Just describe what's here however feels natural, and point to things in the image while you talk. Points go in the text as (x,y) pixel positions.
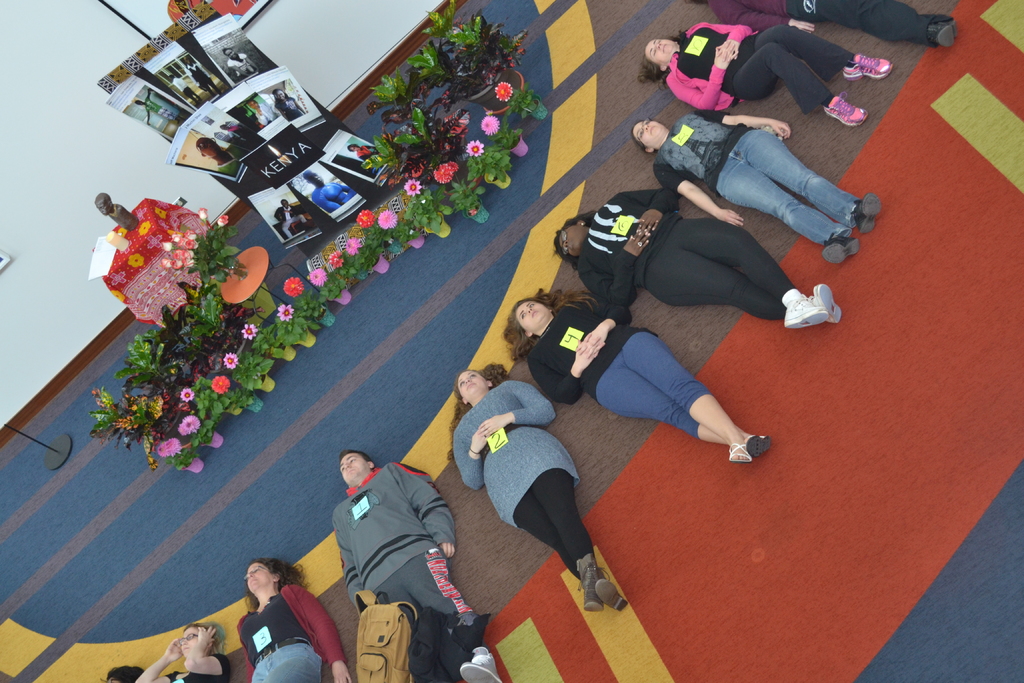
In this picture we can see many peoples (387,502) while lying on the floor (1023,307). At the top left (267,93) i can see some posters (292,114) and books (286,102) on the rack (253,89). Beside that i can see the flowers (163,454) in the plants (179,416) which is kept on the pot (307,337). Beside that there is a statue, paper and candle (110,242) on the table (149,250). On the left (73,448) there is a stand (29,437) near to the wall (9,389).
